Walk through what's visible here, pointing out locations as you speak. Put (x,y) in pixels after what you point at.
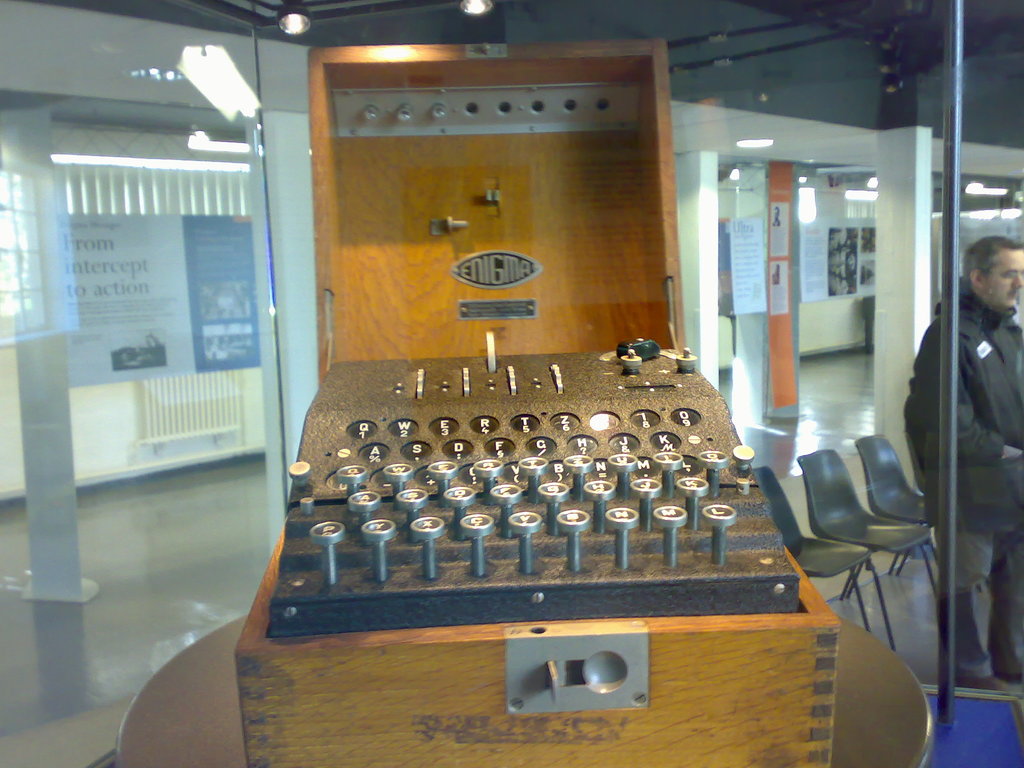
This image is taken indoors. At the bottom of the image (273,688) there is a table (164,691) with a typewriter (355,502) on it. On the right side of the image (1005,337) a man (1007,303) is standing on the floor (909,631) and there are a few empty chairs (844,524). In the background (45,218) there is a wall (935,305), pillars (275,385), posters (806,261), banners (743,244) and lamps (870,200). At the top of the image (700,51) there is a roof (403,30).
